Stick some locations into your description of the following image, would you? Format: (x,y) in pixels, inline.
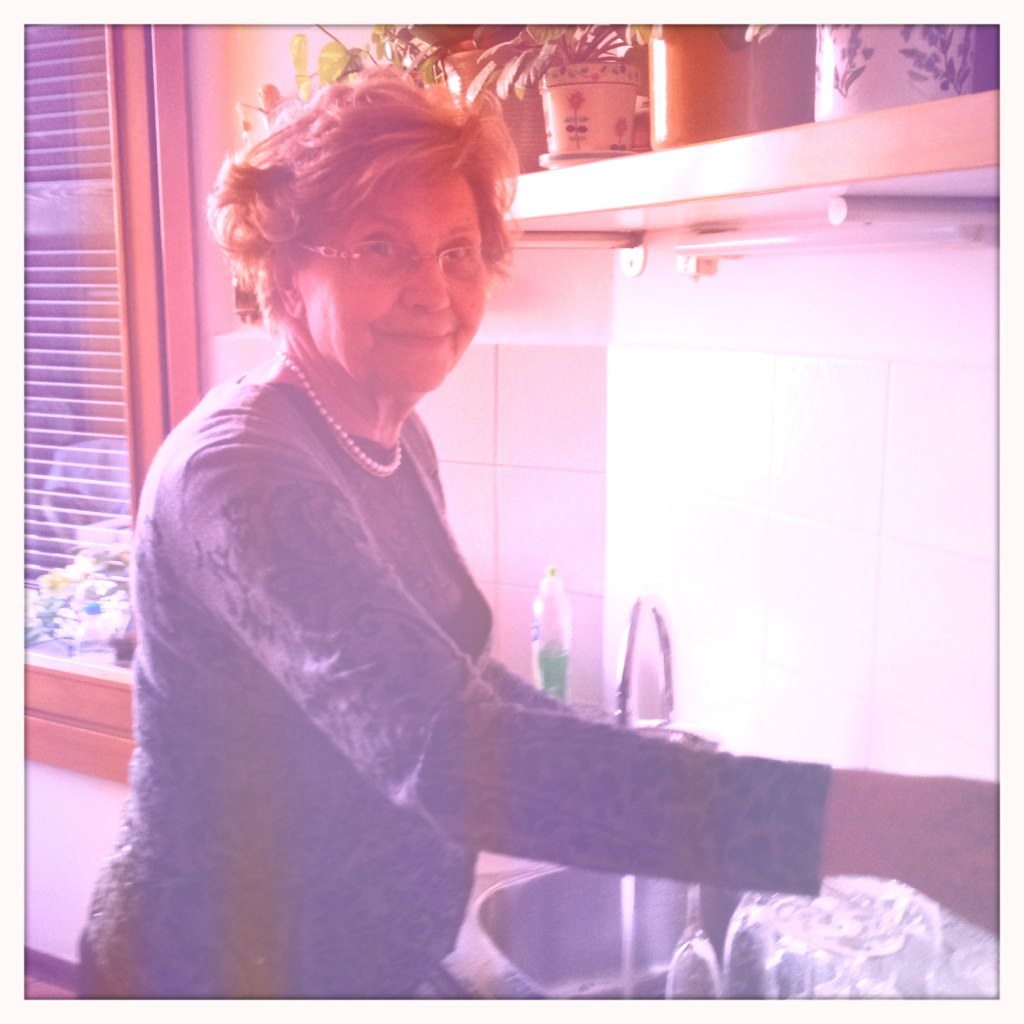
In this image there is a lady (728,861) standing with a smile in her face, in front of her there is a sink (606,896) and flow of a water (624,930) in the sink (590,890) from the tap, beside her there is a window (73,599) with blinds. At the top of the image (652,75) there are few flower pots (511,76) on the rack (869,175).
